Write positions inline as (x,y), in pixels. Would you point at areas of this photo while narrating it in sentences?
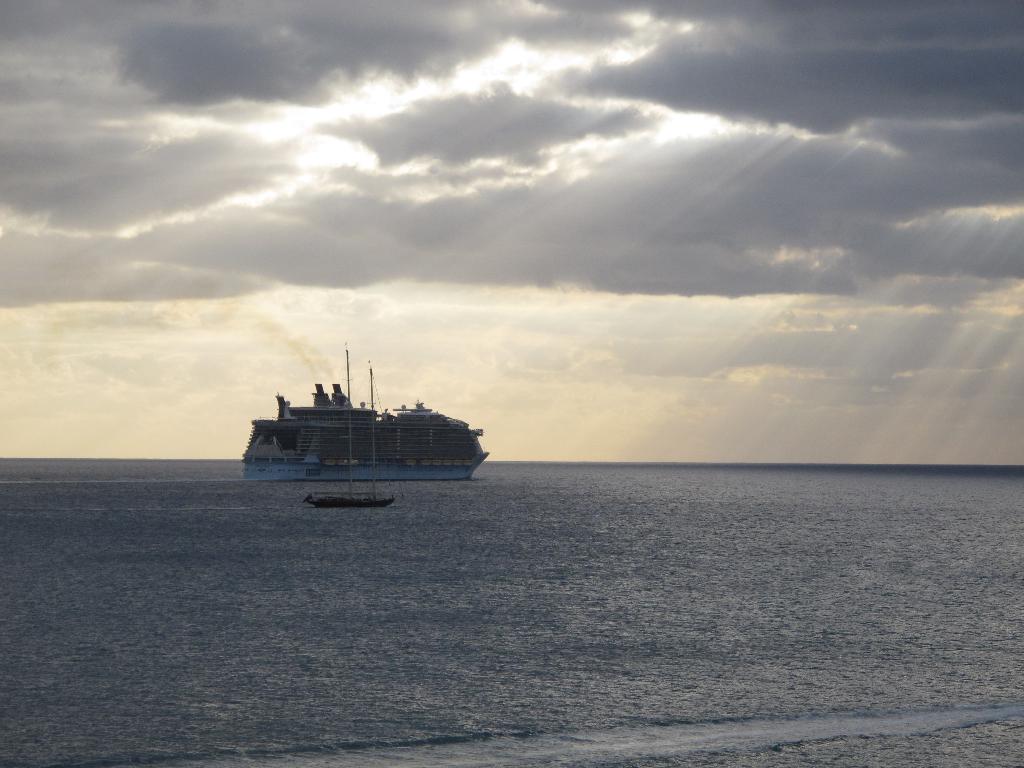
In this image there is a ship (297,445) and a boat (356,506) are sailing on the surface of the water (592,528). Top of the image (408,229) there is sky (384,250), having clouds (280,216).
